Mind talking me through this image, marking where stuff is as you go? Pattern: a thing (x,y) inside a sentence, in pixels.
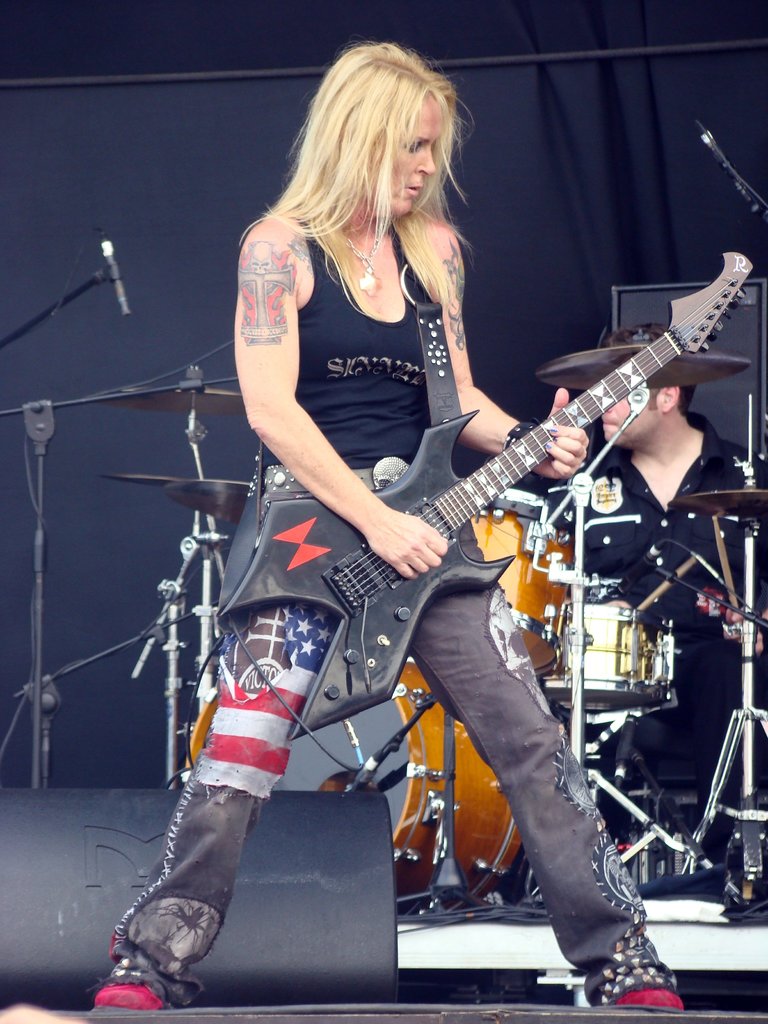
In the picture we can find the woman (283,661) holding a guitar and playing it, behind the women (291,645) there are musical instruments (192,406) and a person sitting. In the background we can find a blue curtain (138,712).
